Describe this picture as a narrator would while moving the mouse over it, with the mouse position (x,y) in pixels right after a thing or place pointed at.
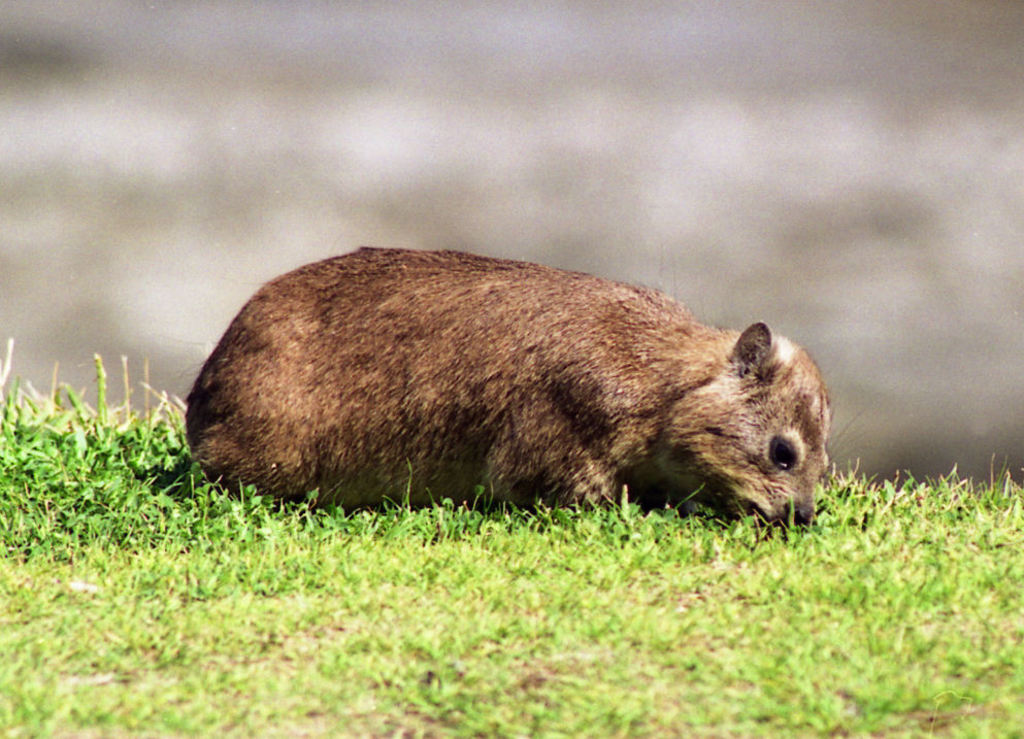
In this image a animal (610,368) is lying on the grass land (591,565). Background (108,272) is blurry.
